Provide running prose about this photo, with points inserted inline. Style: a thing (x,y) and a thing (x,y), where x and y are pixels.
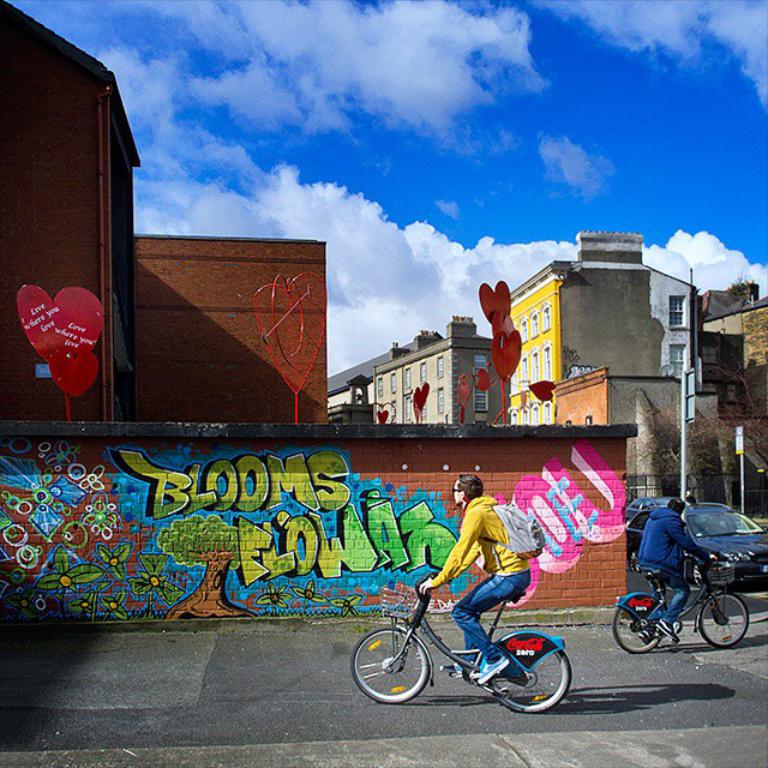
In the image we can see there are two people (478,593) wearing clothes (501,592), shoes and they are riding on the road (434,652) with the help of a bicycle (444,640). There are even vehicles (722,534) on the road (581,629). Here we can see a wall (265,537) and painting (274,557) on the wall (274,538). There are many buildings (520,359), poles (681,400) and a cloudy deep blue sky (415,210).
